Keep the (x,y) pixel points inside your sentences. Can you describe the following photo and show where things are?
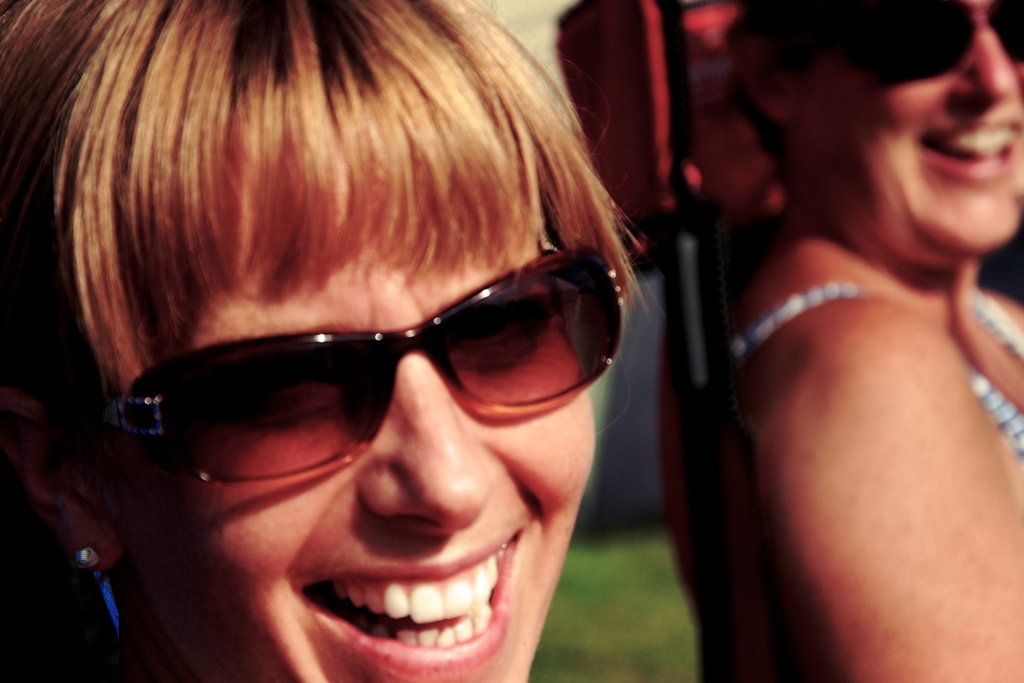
In the center of the image (592,322) there are women (806,515). At the bottom of the image (613,599) there is grass (622,635).
